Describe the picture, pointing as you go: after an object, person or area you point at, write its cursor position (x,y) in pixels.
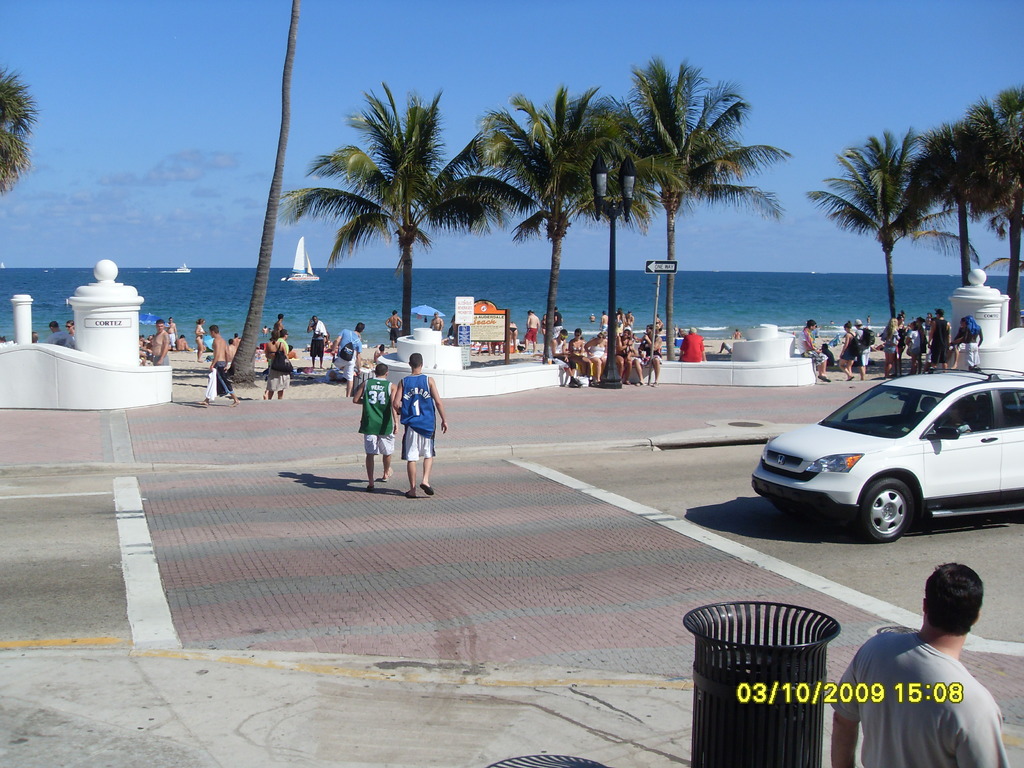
In this image there are a few people (586,358) standing and few people (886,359) are walking and there is a car (903,474). On the right side of the image (806,744) there is a person (928,684) standing, beside the person (900,728) there is an object (783,700). In the background (668,286) there are trees (304,209), few boats (297,252) on the ocean (360,302) and a sky (319,114).
